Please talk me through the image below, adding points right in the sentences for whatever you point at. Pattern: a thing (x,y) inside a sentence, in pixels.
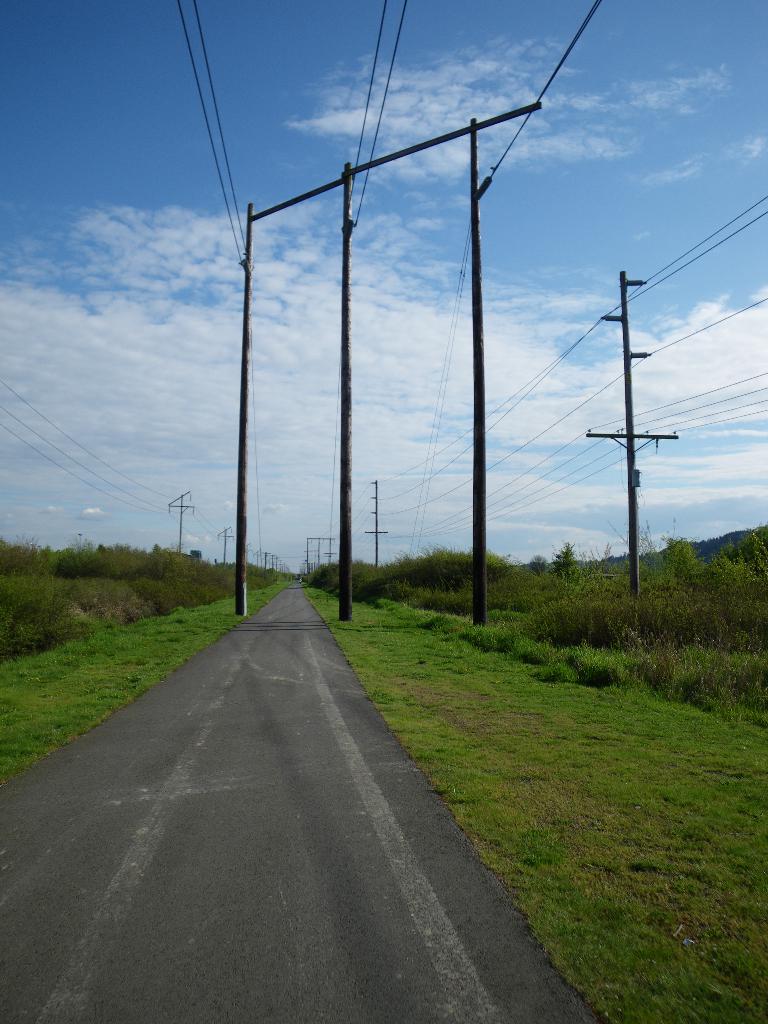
In this image in the center (349,579) there are poles (252,239) and wires (536,472) on the poles (349,579) and in the background (394,590) there are plants (566,593) and in the front (554,813) there is grass (641,854) on the ground (564,828) and the sky (396,367) is cloudy.
